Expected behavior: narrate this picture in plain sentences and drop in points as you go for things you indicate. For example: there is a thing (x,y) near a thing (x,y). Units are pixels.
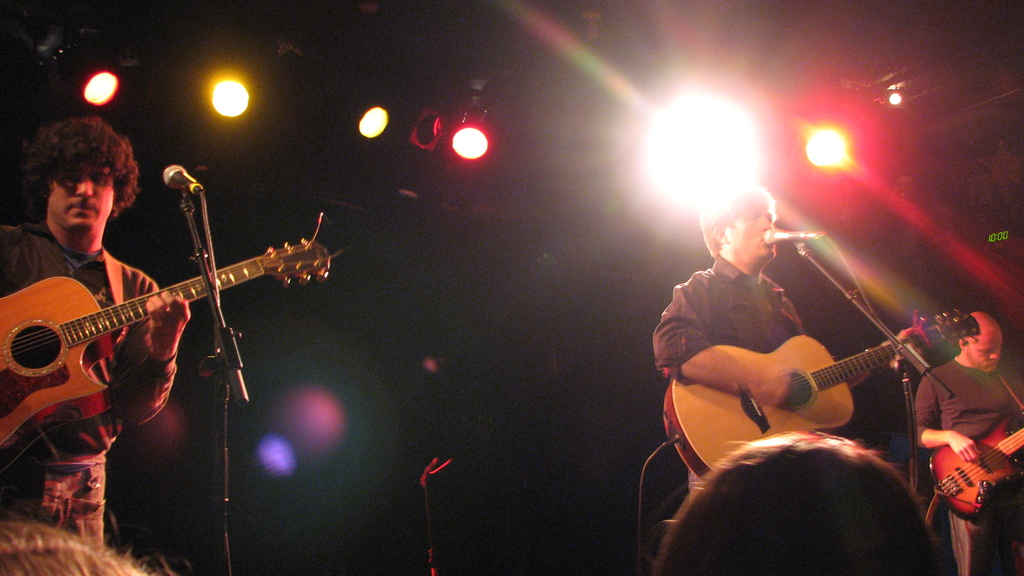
In this image, there are three persons (764,311) wearing clothes (88,270) and playing a guitar (47,340). These two person (153,320) standing in front of the mic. There are some lights (747,124) at the top (831,141).
